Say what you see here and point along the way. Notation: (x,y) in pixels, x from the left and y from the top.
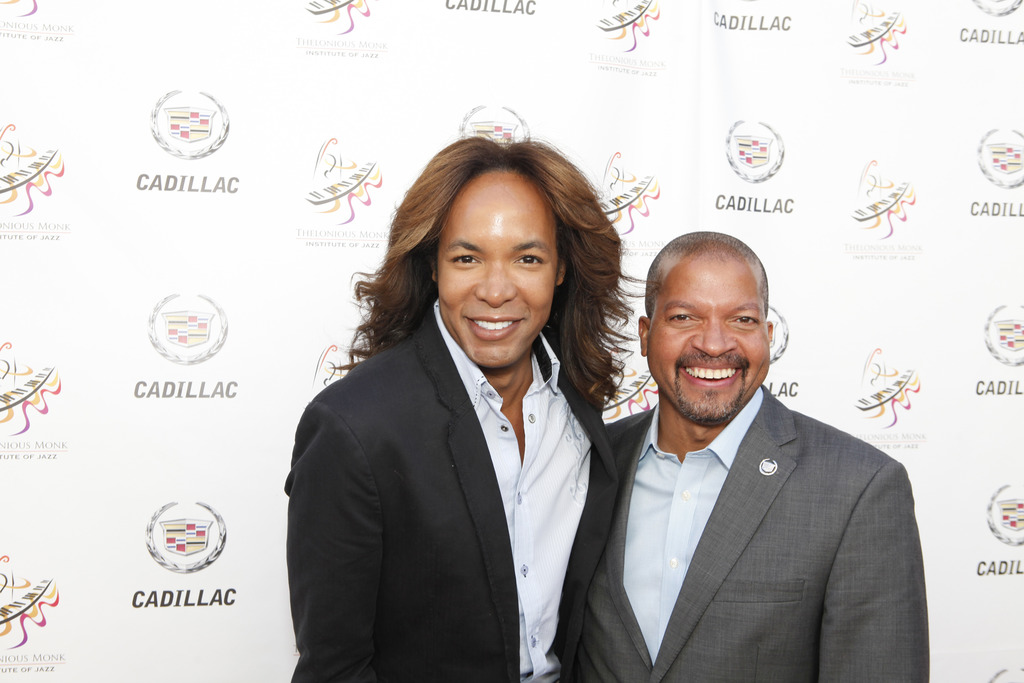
In this image, there are two persons (605,515) standing and smiling. Behind the two persons (671,553), I can see a hoarding (355,214) with words (216,391) and logos (875,211).
